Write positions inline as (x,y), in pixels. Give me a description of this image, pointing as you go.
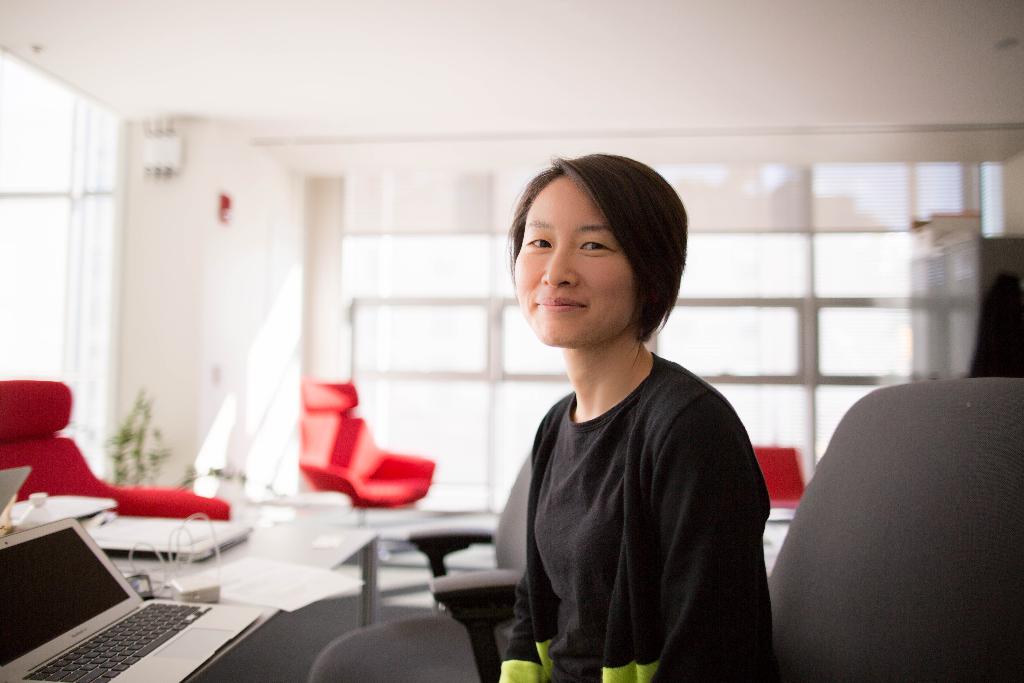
The image is inside the room (575,612). In the image there is a woman (656,366) sitting on chair (844,610) in front of a table (265,566). On table (281,539) we can see a laptop (84,596), wires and some papers (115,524), in background (399,370) there is a white color wall (340,327) and windows (546,394) which are closed and there is a roof (356,60) on top (348,73).
